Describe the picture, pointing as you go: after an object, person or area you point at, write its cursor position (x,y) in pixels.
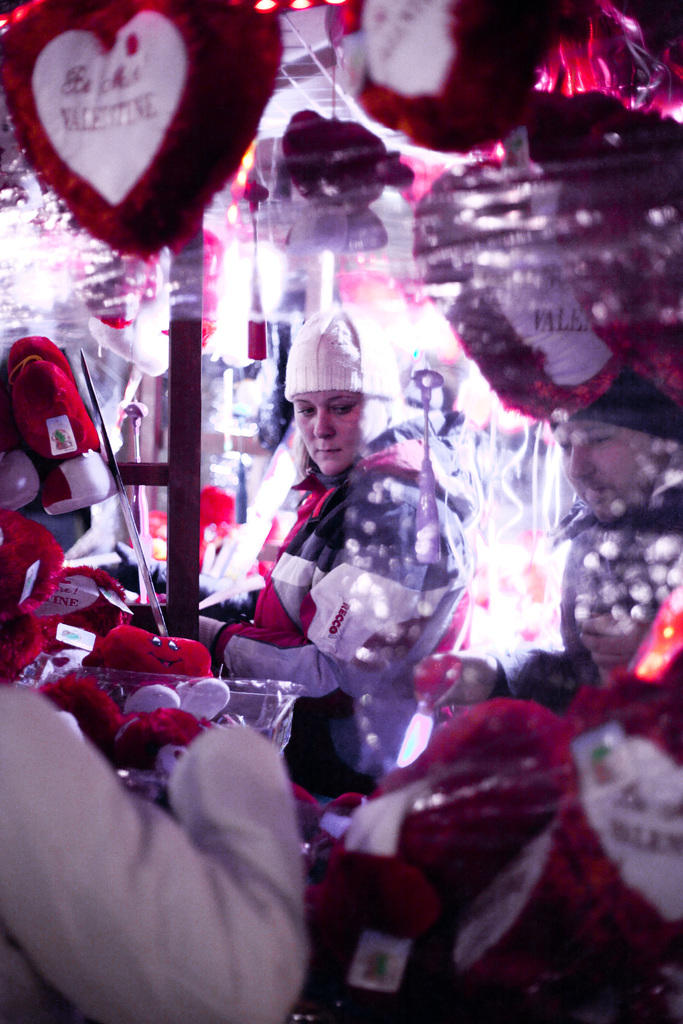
In this image there is a woman (360,597) and a man (569,583) standing. Around them there are many toys (225,698) in the shape of a heart. There is text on the toys (514,305).
